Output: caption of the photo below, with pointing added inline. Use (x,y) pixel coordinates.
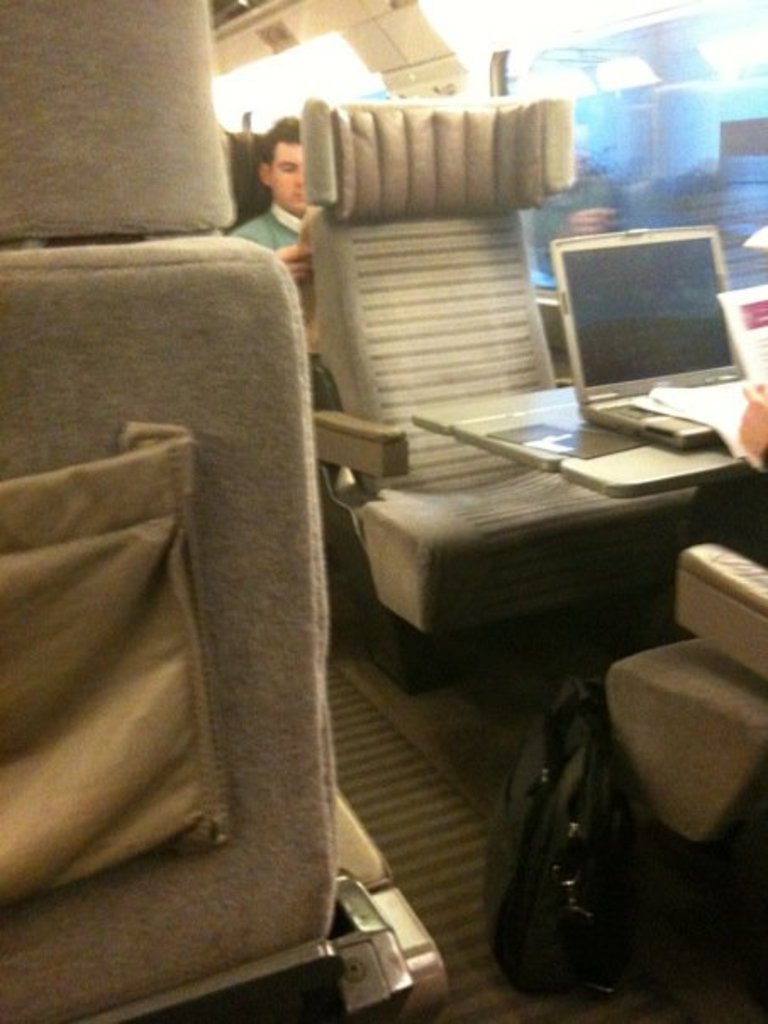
In this picture we can see a man (279,146) sitting on a chair (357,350), windows (263,128), bag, laptop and papers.
